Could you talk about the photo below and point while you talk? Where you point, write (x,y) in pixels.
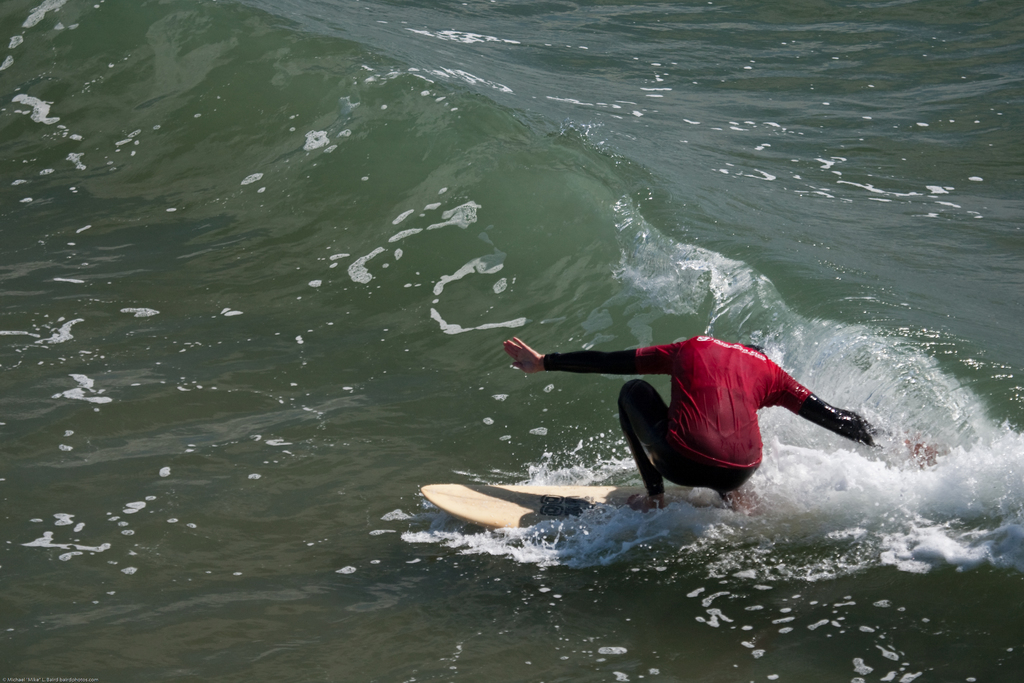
In this picture we can see water (333,541) at the bottom (294,521), there is a person (629,382) surfing on the water (761,469).
